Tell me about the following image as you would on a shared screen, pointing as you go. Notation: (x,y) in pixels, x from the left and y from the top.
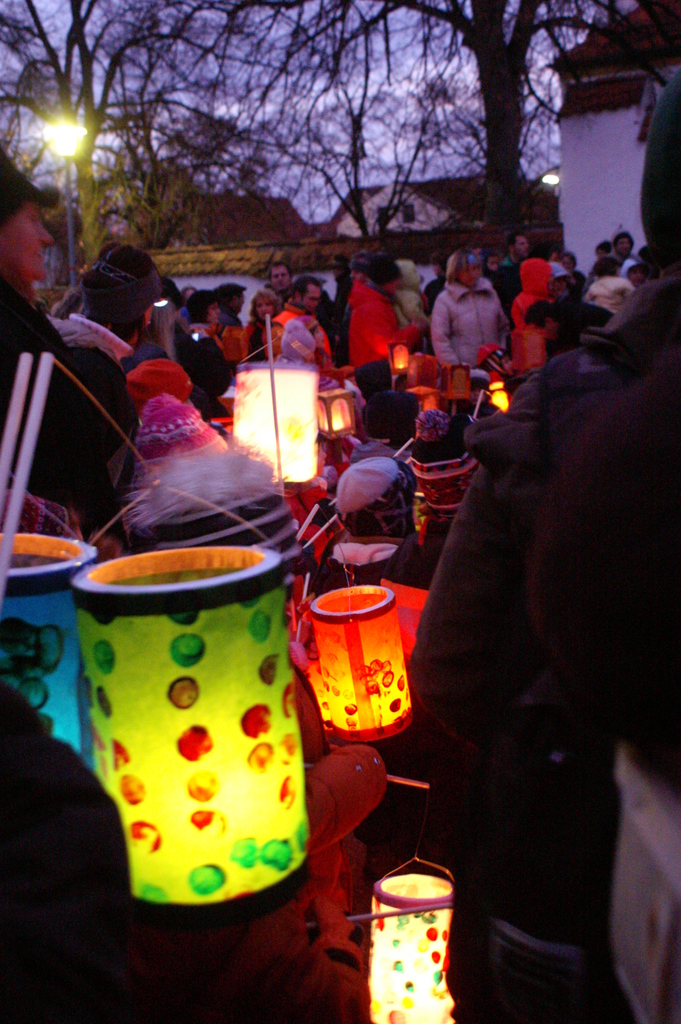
This picture shows few peoples (539,309) and standing and few people (433,453) seated and we see few houses (446,206) and couple of trees (476,49) and we see a pole light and we see few people (148,270) wore caps (663,210) on their heads (354,260).
